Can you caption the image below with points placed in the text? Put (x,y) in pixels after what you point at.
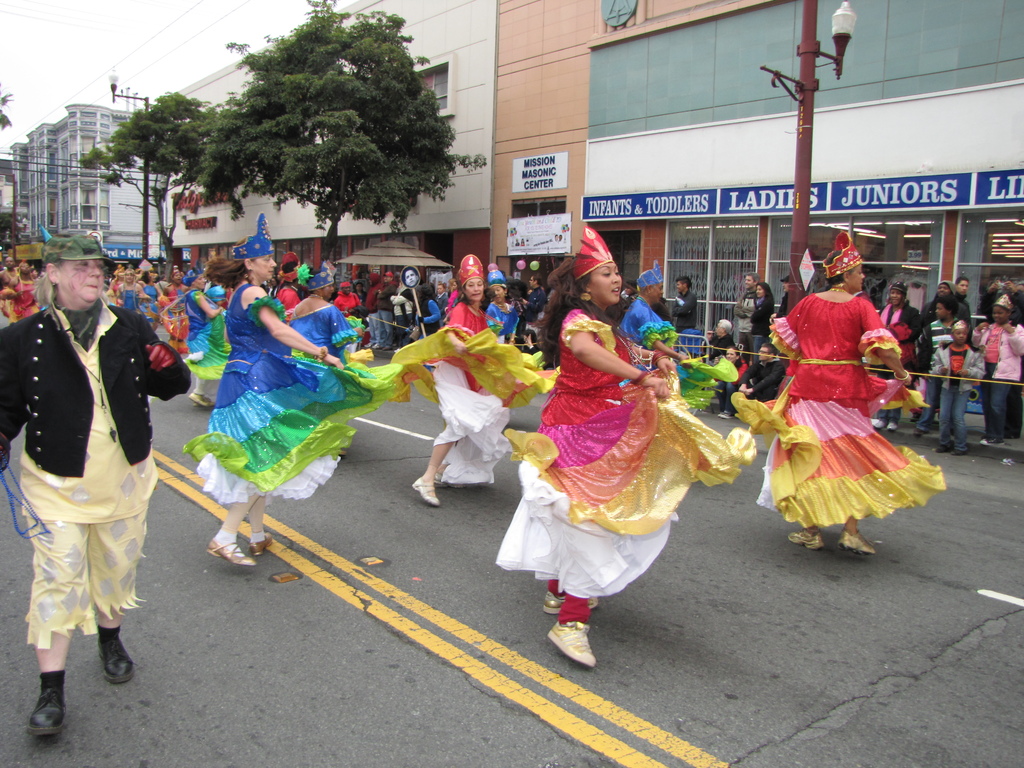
This picture is clicked outside. In the center (606,384) we can see the group of persons (544,429) dancing on the road (733,526) and we can see the group of persons (949,330) standing and sitting. In the background (178,29) we can see the sky (156,18), cables (162,30), lamps (844,13) attached to the poles (814,21) and we can see the trees (330,231) and buildings (685,201) and we can see the text (533,184) on the buildings (393,235) and we can see some other objects (431,259).
